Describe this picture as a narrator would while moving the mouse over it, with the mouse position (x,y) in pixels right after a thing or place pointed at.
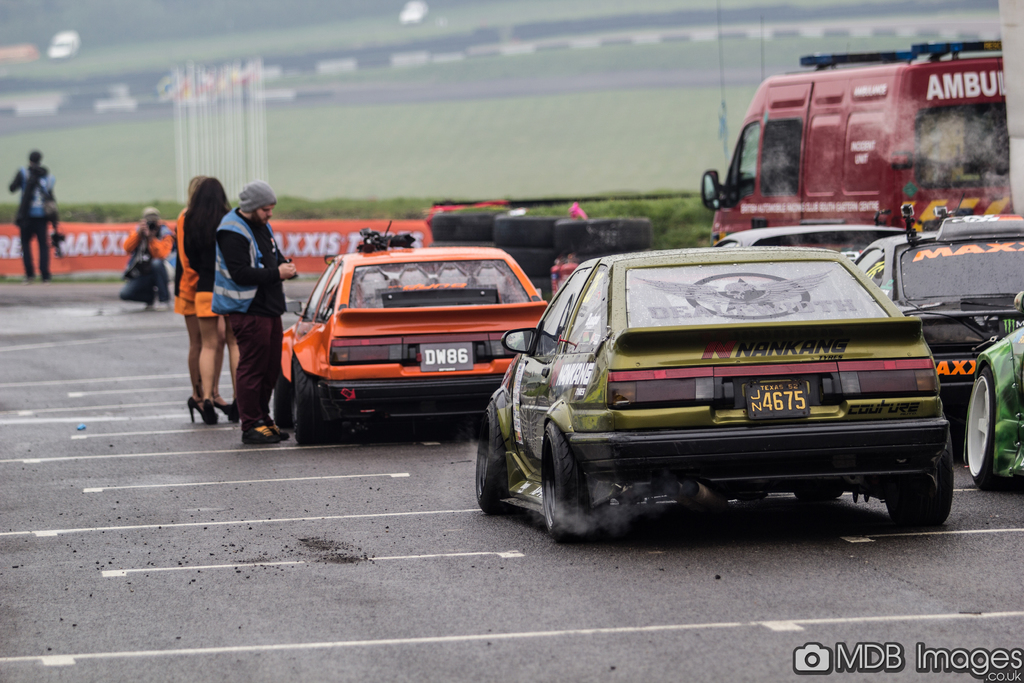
This picture is clicked outside the city. In this picture, we see three people (257,302) are standing on the road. Beside them, we see the vehicles (683,468) are moving on the road (382,486). The man (153,215) in the orange jacket (138,232) is clicking a picture. Behind him, we see a board (73,236) or a banner (307,262) in orange color with some text (322,238) written on it. The man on the left side (51,193) is standing. There is grass (397,204) in the background (345,202).
